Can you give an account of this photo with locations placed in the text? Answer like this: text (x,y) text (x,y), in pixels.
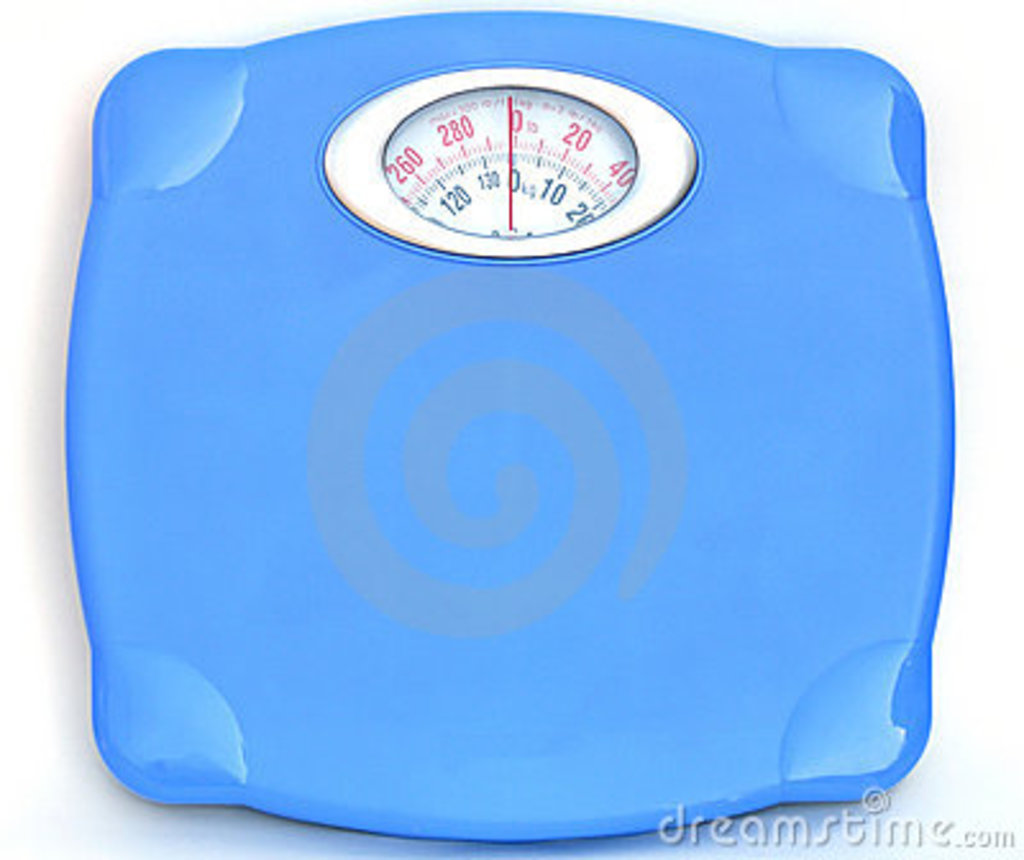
In the picture we can see a body weighing machine (539,290), there is a watermark (727,833) on the picture.
